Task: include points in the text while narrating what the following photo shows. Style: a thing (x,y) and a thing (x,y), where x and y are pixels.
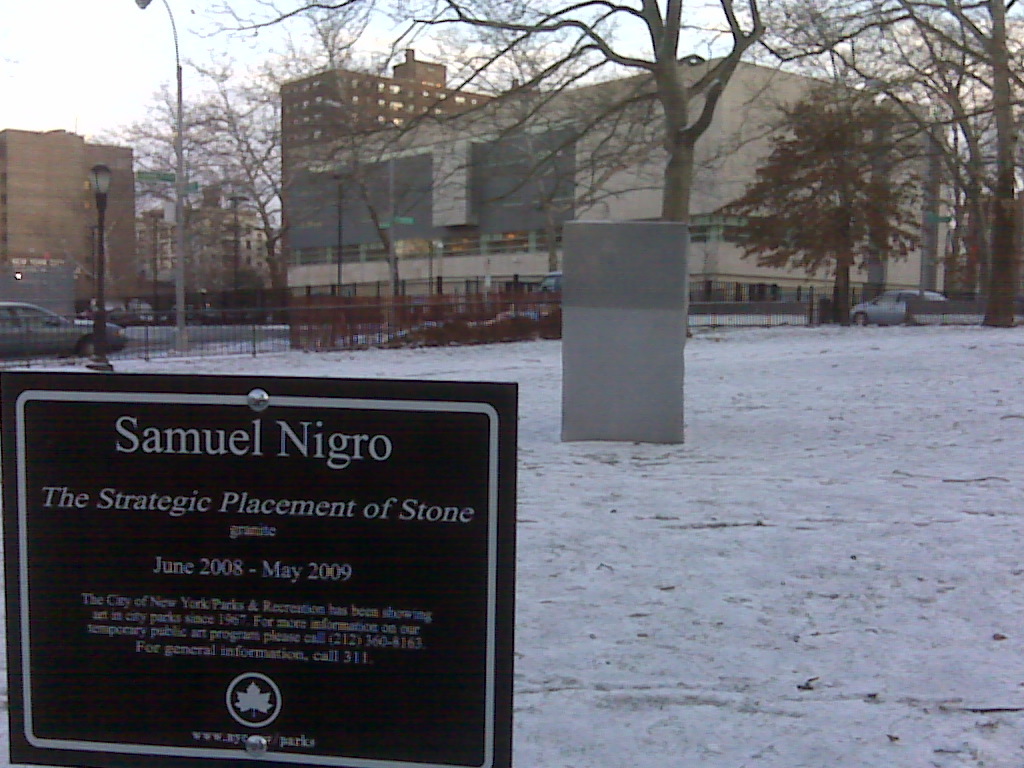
In this picture we can see a board (104,443) with some text (232,441) on it, snow (587,566), fence (121,348), vehicles (71,344), trees (803,152), buildings (354,193), pole (234,234) and in the background (184,83) we can see sky (93,32).
